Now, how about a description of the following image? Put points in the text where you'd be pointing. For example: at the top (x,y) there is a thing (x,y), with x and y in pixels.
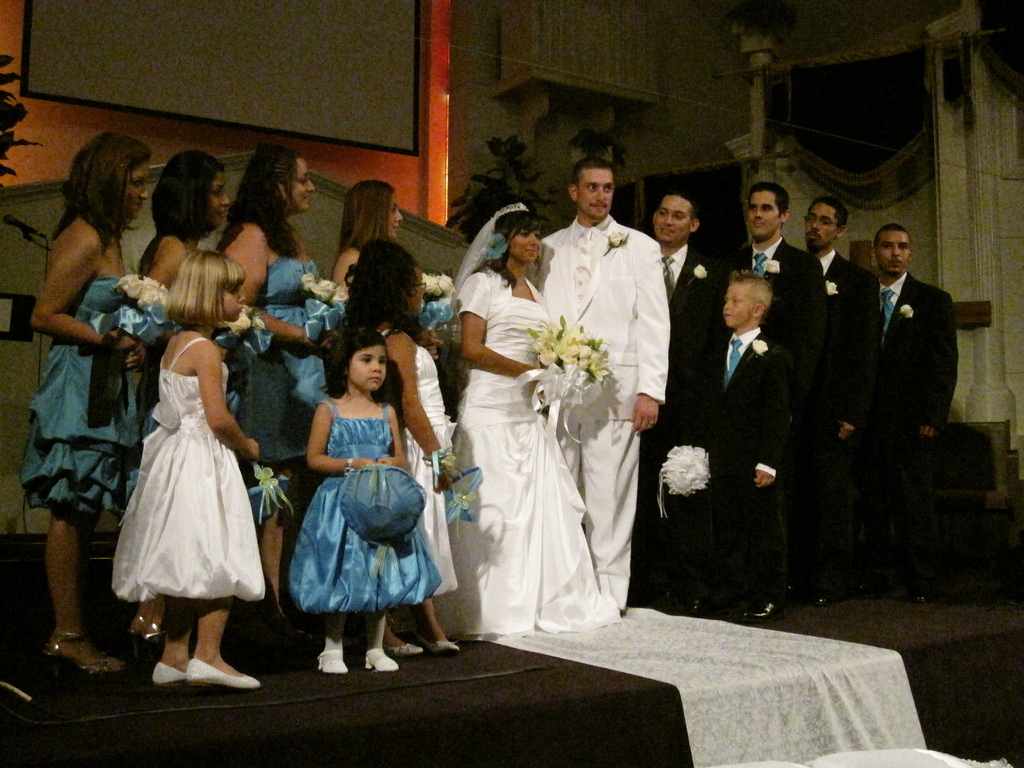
This picture was taken from inside the church (6,435). In this picture in front (269,716) there is a stage (562,678) and few people (561,543) are standing on the stage (578,640). At the back side (416,204) there is a wall (113,121).
